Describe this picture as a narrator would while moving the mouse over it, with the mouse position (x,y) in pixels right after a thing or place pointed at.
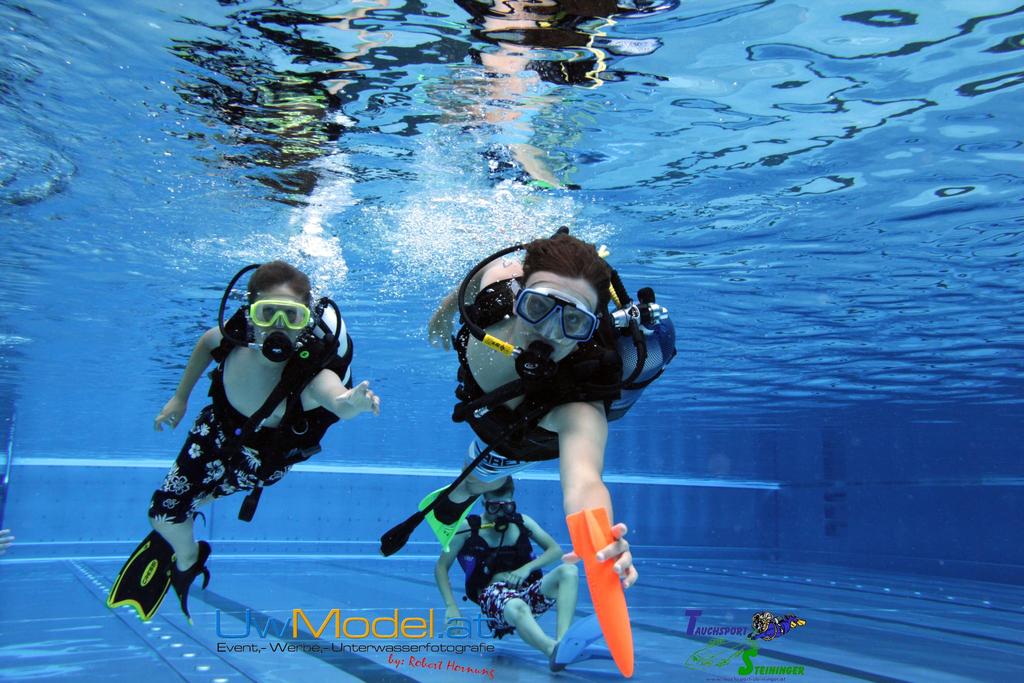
In this image there are three persons (488,445) in the water (536,492) who are wearing the spectacles (264,307) and a oxygen cylinder (347,348). There is a mask (275,342) to their nose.
